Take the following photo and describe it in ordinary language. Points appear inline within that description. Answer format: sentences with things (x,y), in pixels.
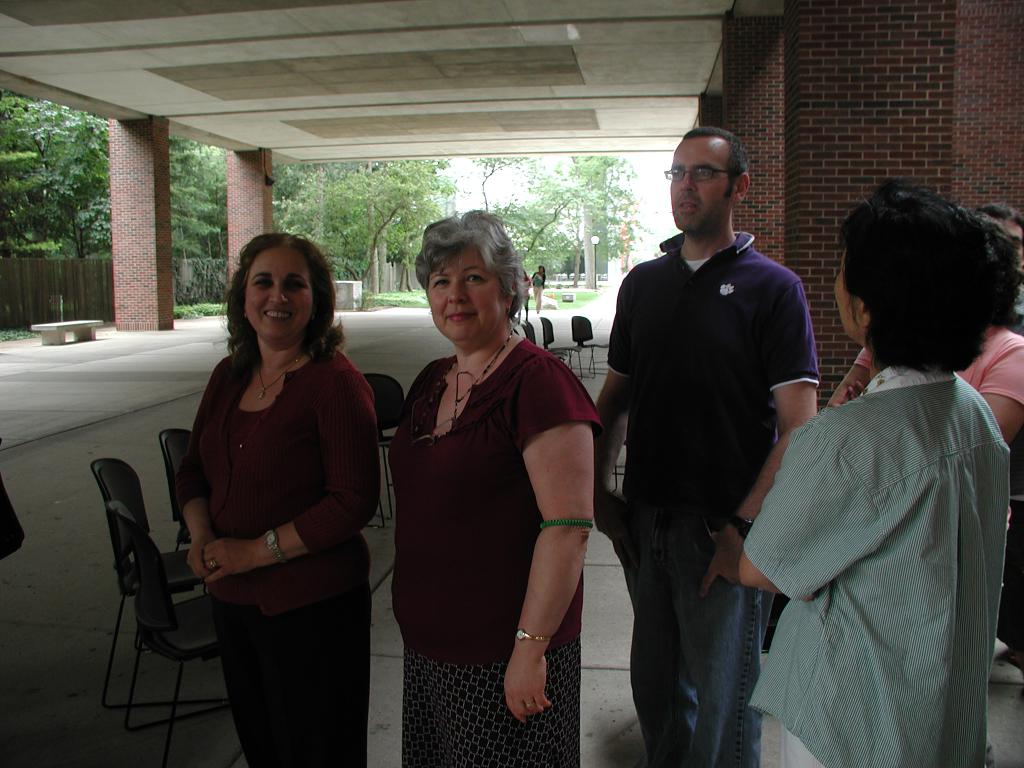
In this image I can see few people (964,530) are standing. I can also see smile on few faces (296,288). Here I can see he is wearing a specs (704,171). In the background (78,251) I can see number of trees (341,209) and few more people (541,276).
